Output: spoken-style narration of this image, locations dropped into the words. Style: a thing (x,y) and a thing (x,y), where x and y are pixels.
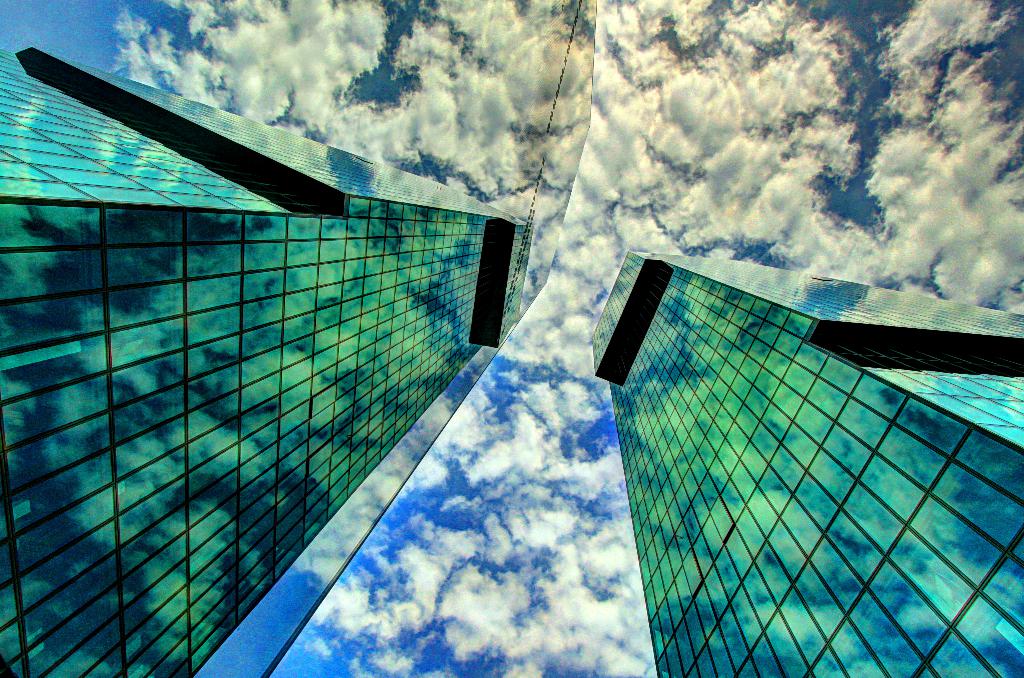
On the right side (879,417) there is a building (747,428). On the left side (326,540) there is a glass (323,478). On this glass (257,651), I can see the reflection (232,400) of a building (650,513) which is on the right side (701,506). In the background (887,104), I can see the sky (872,110) and clouds (753,112).
